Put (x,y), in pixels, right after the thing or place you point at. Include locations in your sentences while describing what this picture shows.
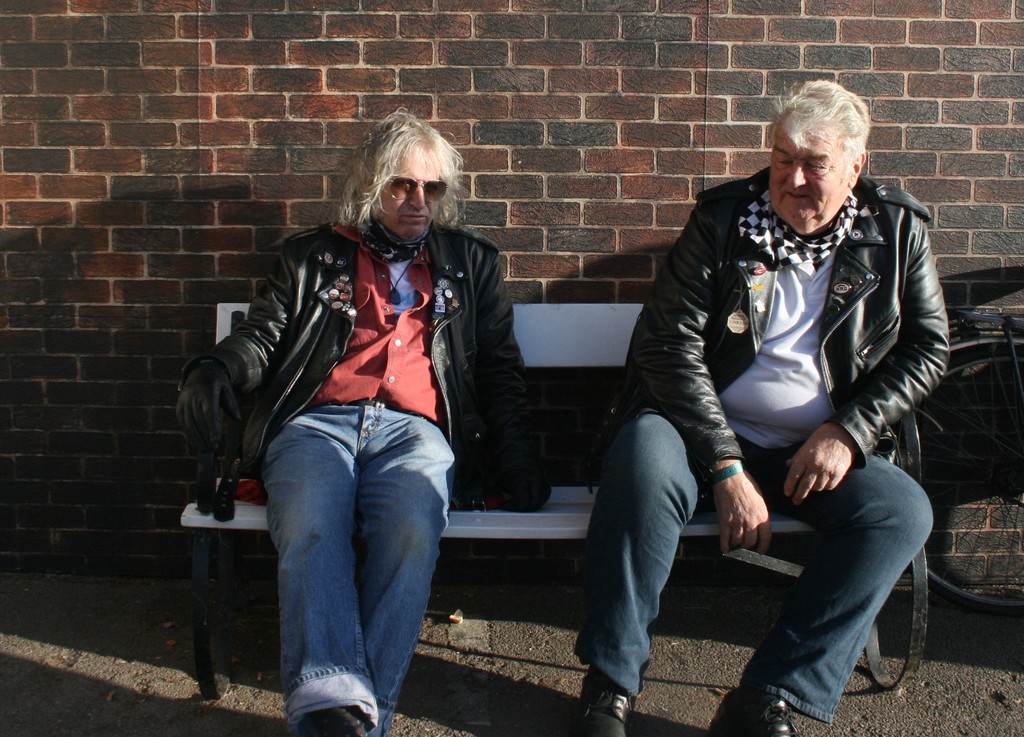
In this image, we can see two people (387,576) are sitting on the bench (539,512). At the bottom (559,644), there is a walkway (861,713). Right side of the image (977,496), we can see the wheel (975,488). Background (622,158) there is a brick wall (545,229).
